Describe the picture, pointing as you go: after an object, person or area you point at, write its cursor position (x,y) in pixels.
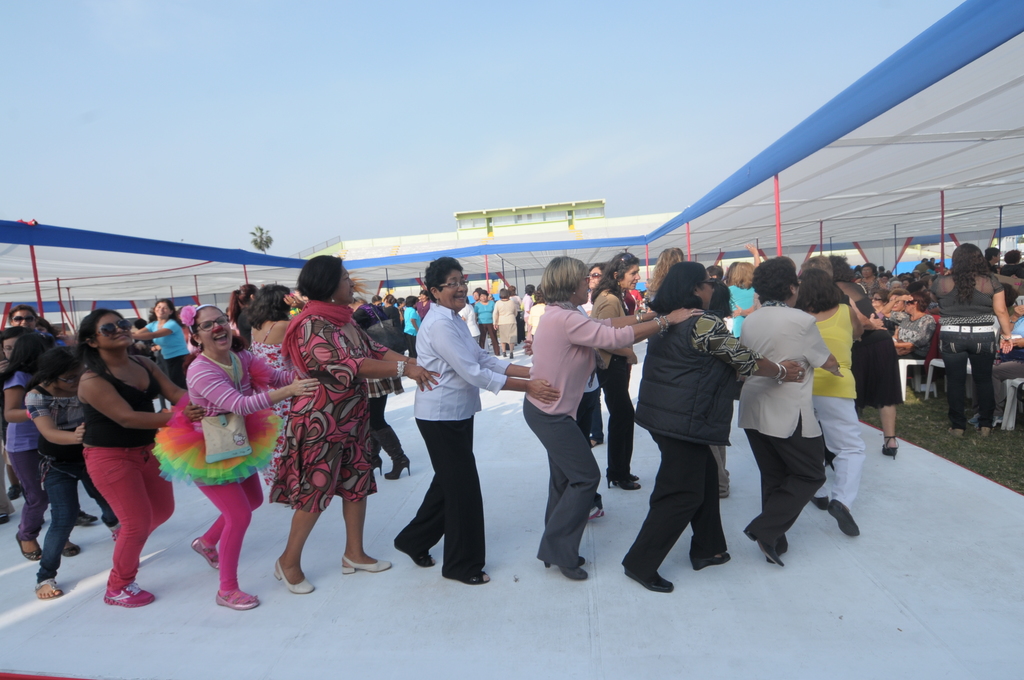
In this picture I can see some people (900,353) are under the tents (881,217) and few people (305,380) are playing on the white surface (506,484).
